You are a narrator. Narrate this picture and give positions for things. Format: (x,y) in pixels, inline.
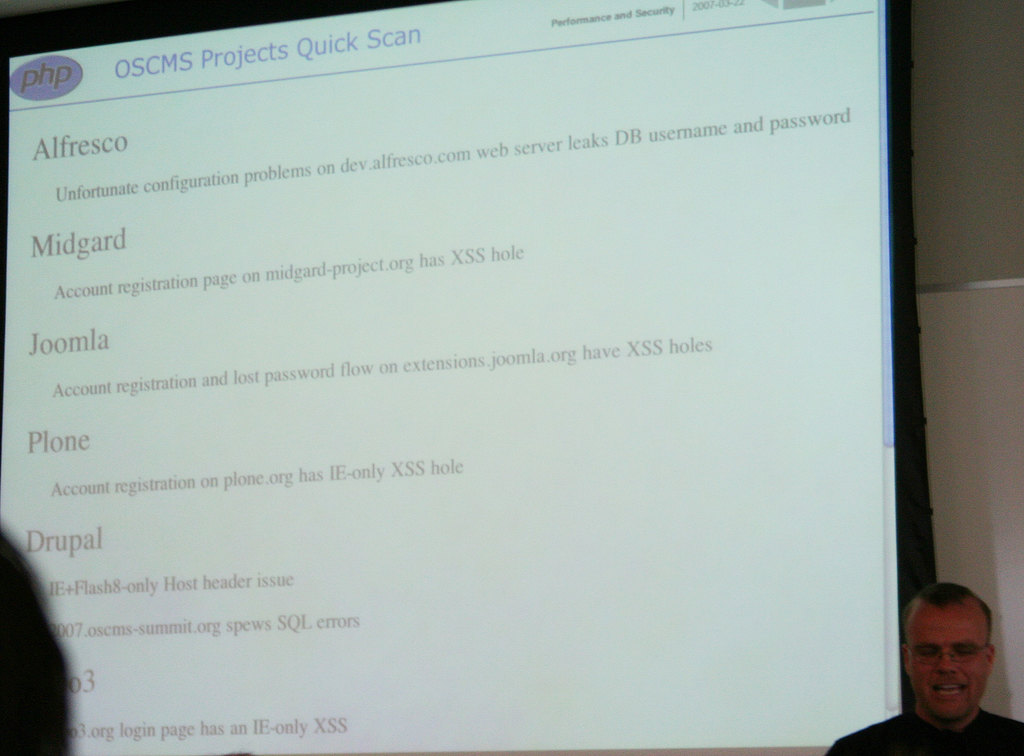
In this image we can see a presentation screen (652,363) and a person (957,676) beside the screen (778,171) and a wall (981,329) behind the screen (747,311).
